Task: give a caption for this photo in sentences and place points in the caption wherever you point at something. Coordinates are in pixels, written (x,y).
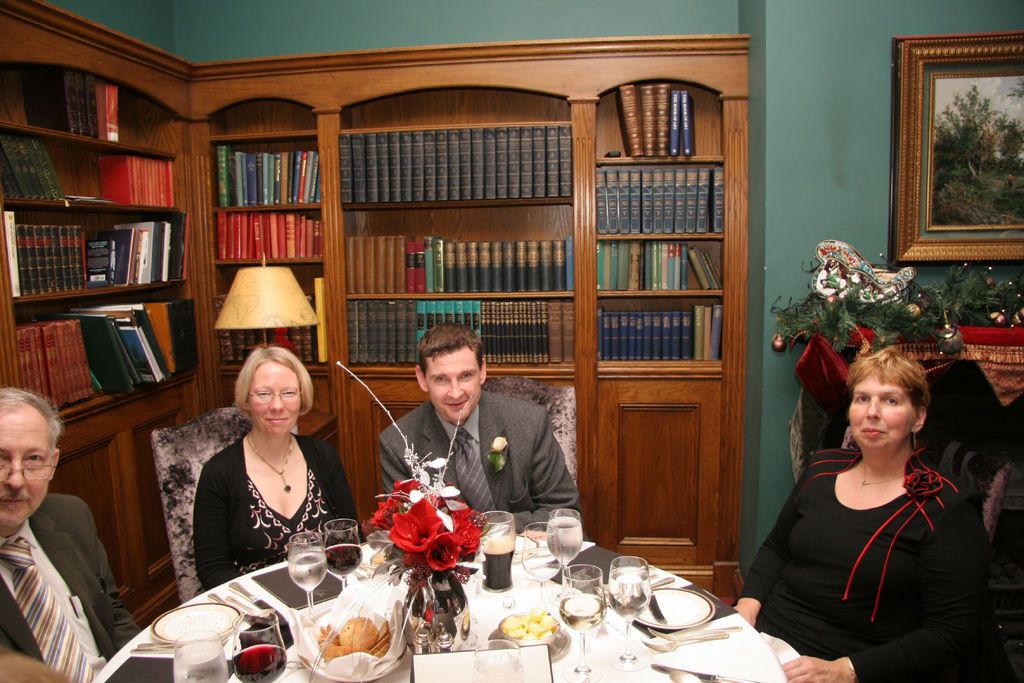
In this image there are group of persons (301,524) who are sitting around the table (480,589) and there are some drinks (203,648), food items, flower vase (425,592) on top of the table (468,637) and at the background of the image (383,251) there are some books (302,251) in the shelves (418,213).
